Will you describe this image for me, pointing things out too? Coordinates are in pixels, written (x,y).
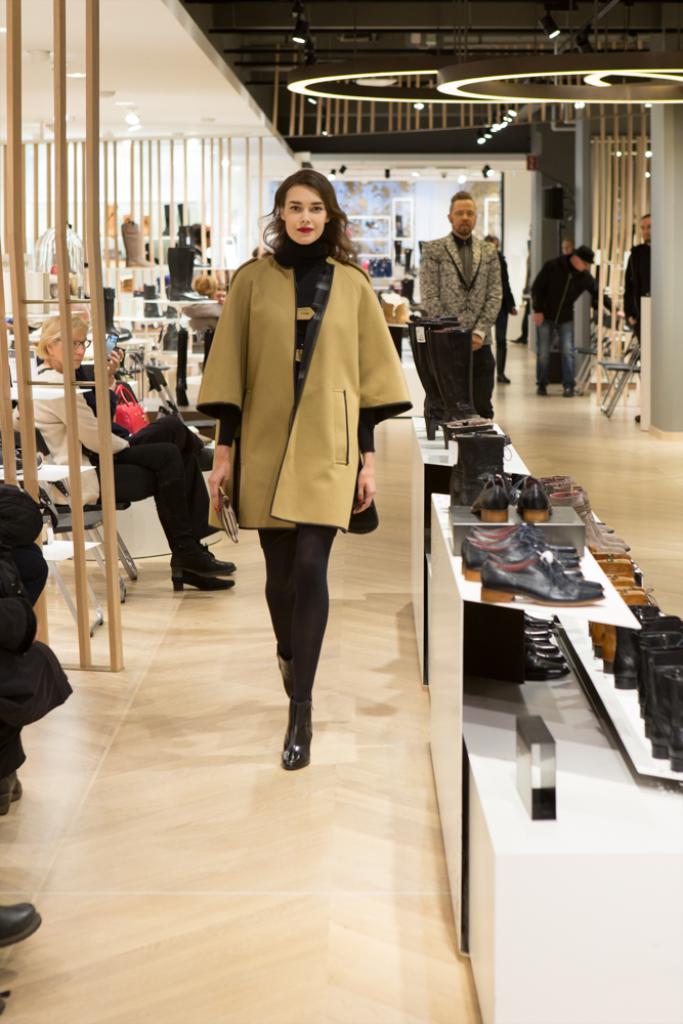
In this image I see number of people (456,266) in which most of them are sitting on chairs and I see that these 5 of them are standing and I see number of shoes (518,500) over here and I see the floor (586,451). In the background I see the lights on the ceiling (402,8).
